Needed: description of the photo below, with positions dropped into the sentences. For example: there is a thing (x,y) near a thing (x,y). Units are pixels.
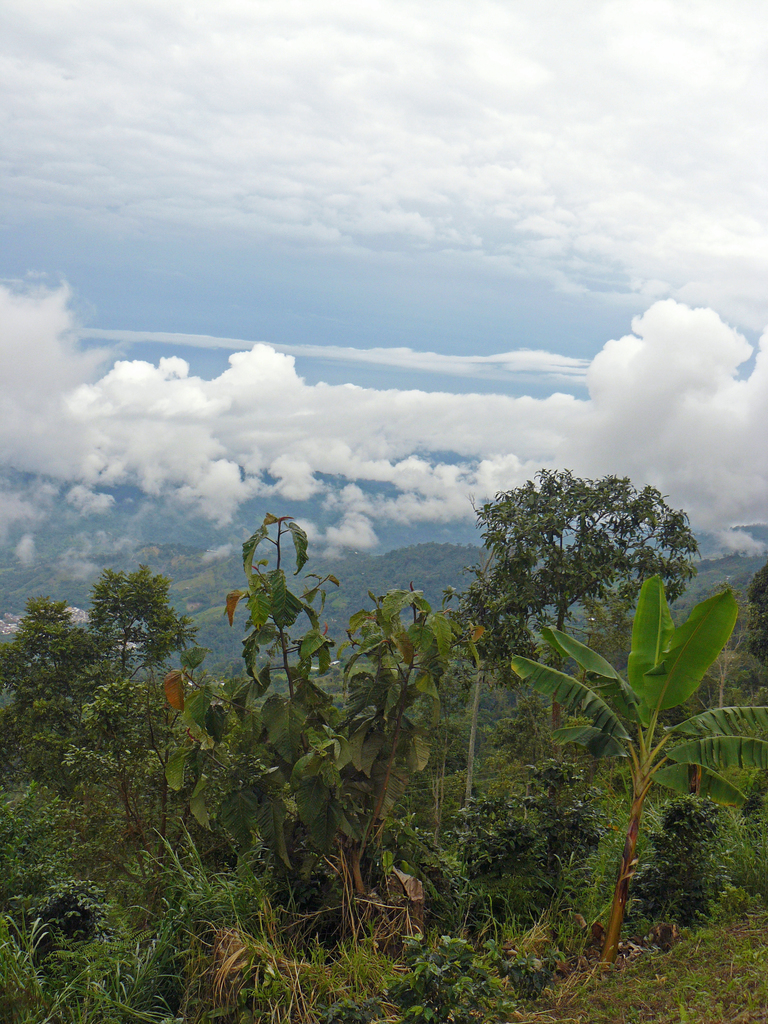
This is an outside view. At the bottom (338,854) there are many plants (362,867) and trees (410,798). At the top of the image (471,104), I can see the sky (313,206) and clouds (359,157).
